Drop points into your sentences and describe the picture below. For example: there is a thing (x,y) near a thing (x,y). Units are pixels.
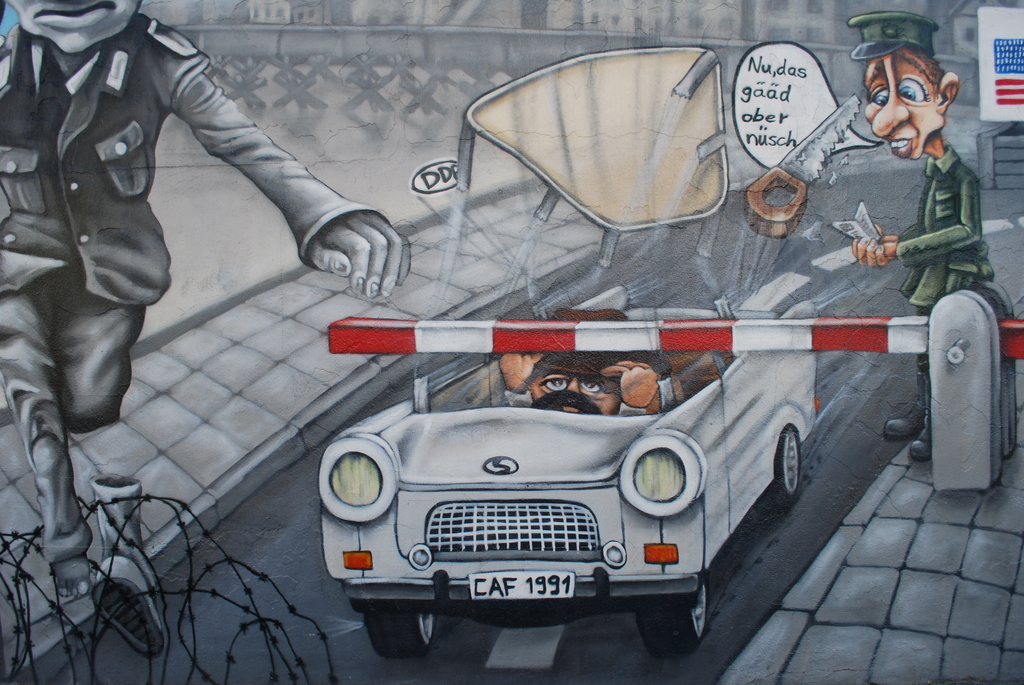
This image looks like it is animated. To the right (922,423), there is a man (907,280). Beside him, there is a gate (611,340). At the bottom (593,639), there is a road (550,633). On which there is a car (584,540). To the left (143,302), there is a man (96,382) running.
